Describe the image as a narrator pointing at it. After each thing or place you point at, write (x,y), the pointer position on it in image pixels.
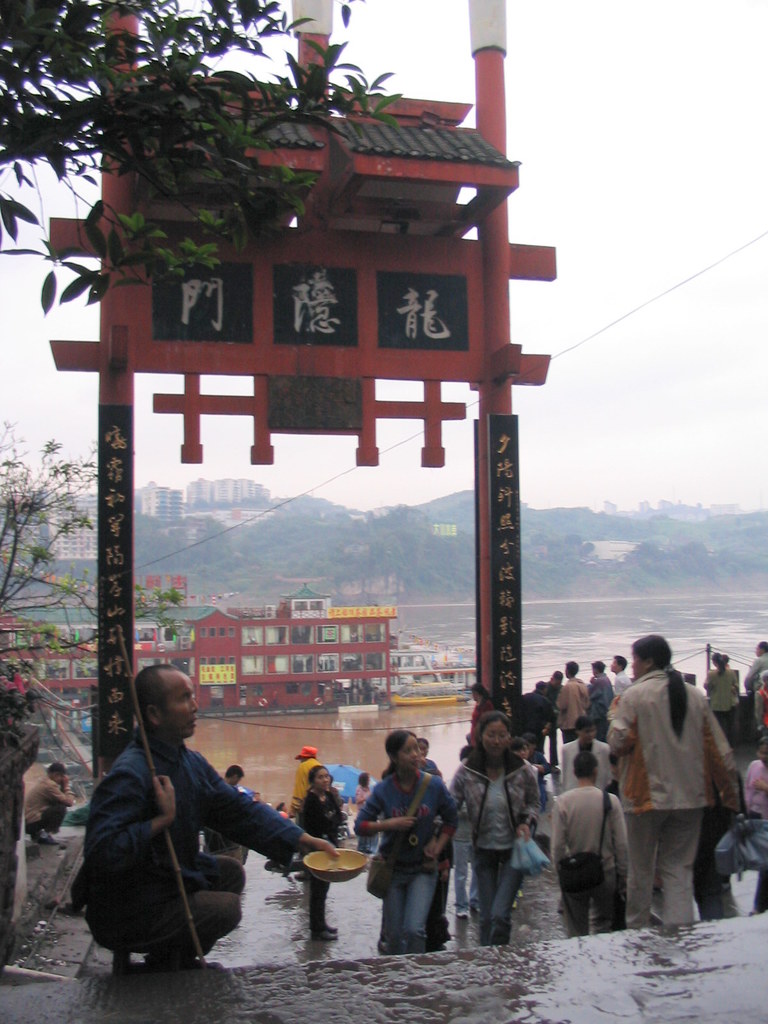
In this image there are some persons (422,768) are in bottom of this image (475,857). There is a river (581,656) in middle of this image (468,617) and there is a house (266,642) on the left side of this image (152,664). There are some trees (332,577) in the background (262,569). There is a sky (668,235) on the top of this image (675,325). There is one pillar (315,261) placed as we can see on the left side of this image (116,643). There are some trees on the left side of this image (104,288).
